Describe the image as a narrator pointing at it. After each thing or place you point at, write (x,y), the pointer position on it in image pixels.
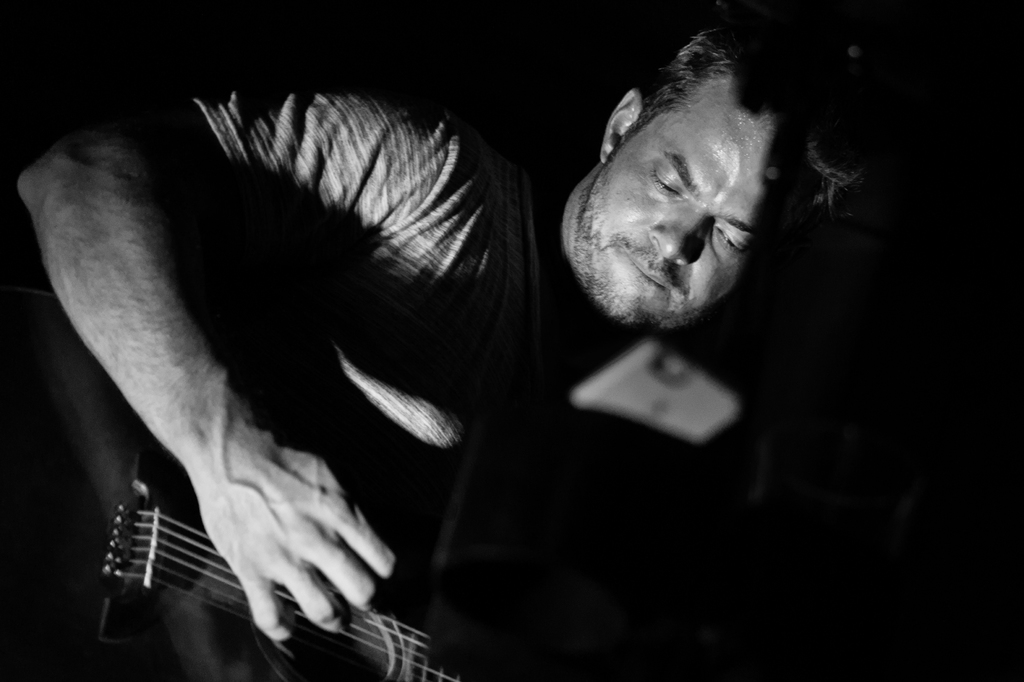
In this image a man (158,351) wearing a t-shirt (378,189) is standing and holding a guitar (133,511) in his hand (303,541) and playing the music.
